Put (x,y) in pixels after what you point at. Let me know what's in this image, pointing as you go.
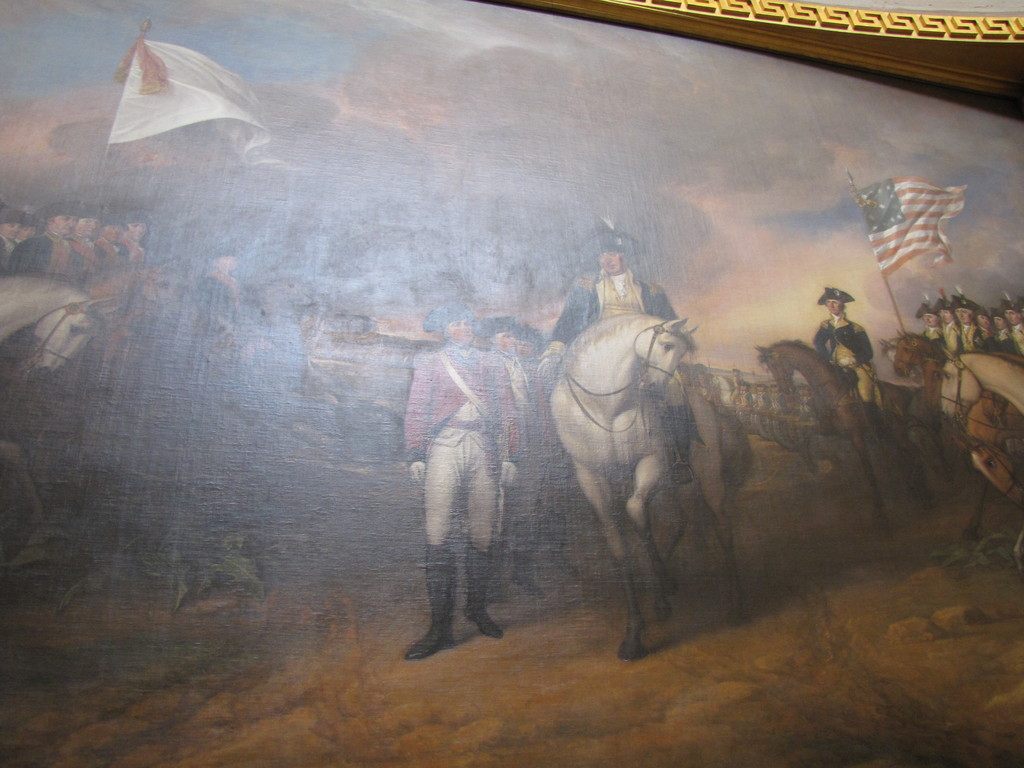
In this image I can see a painting (531,387) of horses (570,415) and people (496,416). I can also see some people (991,319) are sitting on horses (613,350). Here I can see the sky (375,202).
